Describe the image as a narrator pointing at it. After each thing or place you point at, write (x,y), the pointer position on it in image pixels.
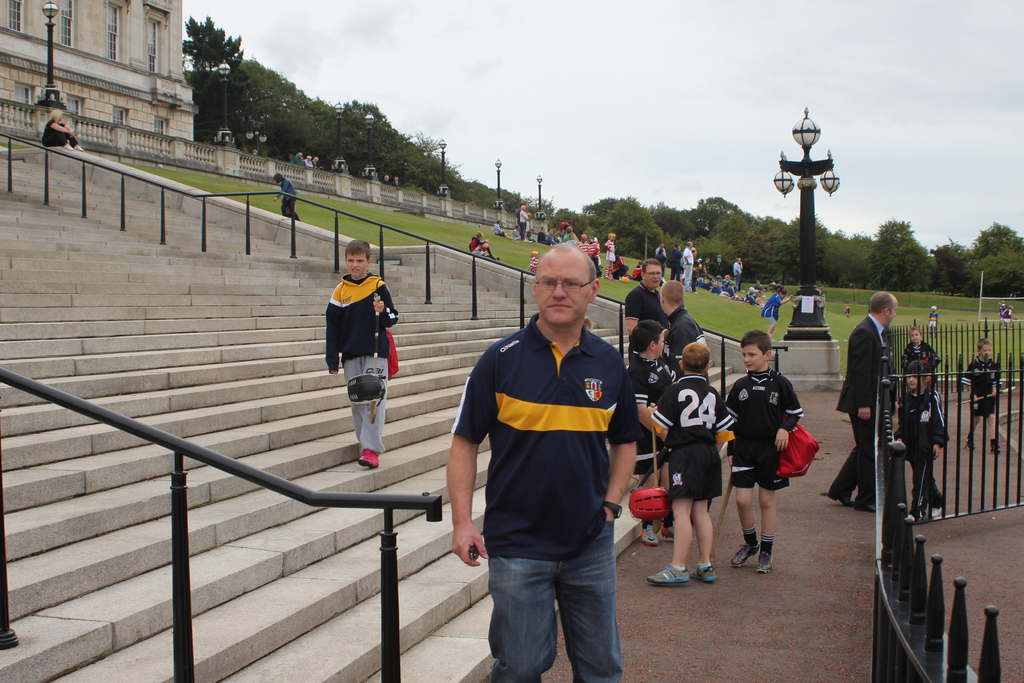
In this picture I can observe some people (514,348) in the middle of the picture (525,352). There are men (561,330) and children (667,374). On the right side (805,196) I can observe a pole (804,272) to which lights (780,189) are fixed. In the background (696,191) I can observe trees (795,235) and sky (682,88).
